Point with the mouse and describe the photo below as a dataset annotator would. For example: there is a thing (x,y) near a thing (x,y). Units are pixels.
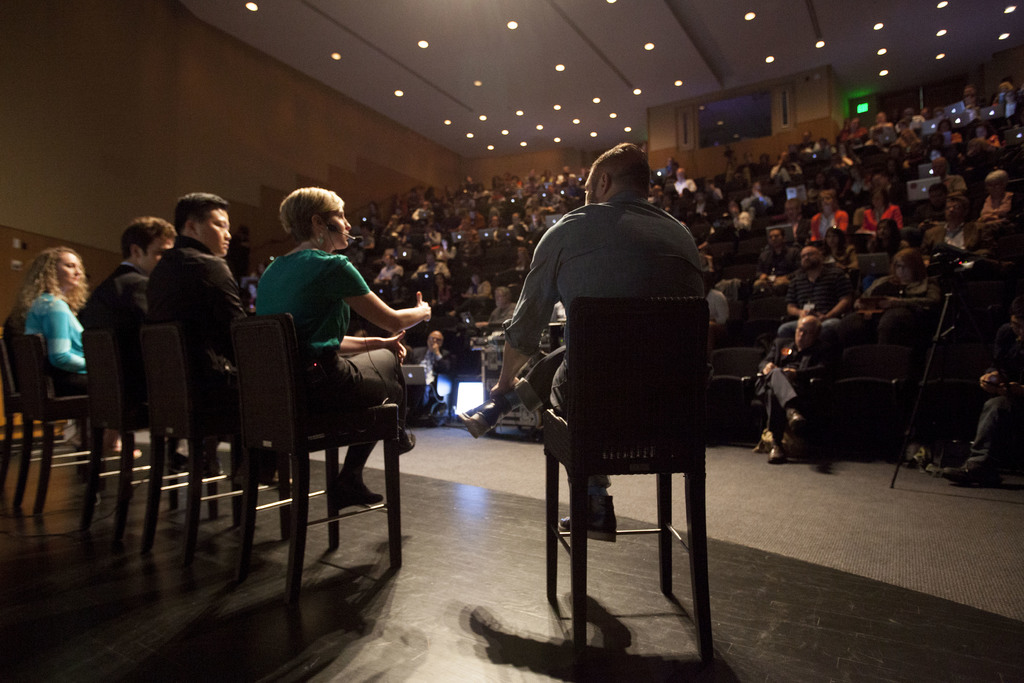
In this picture we can see group of people (288,303), they are sitting on the chairs (626,317) and few people (432,378) holding laptops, in the background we can see few lights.
